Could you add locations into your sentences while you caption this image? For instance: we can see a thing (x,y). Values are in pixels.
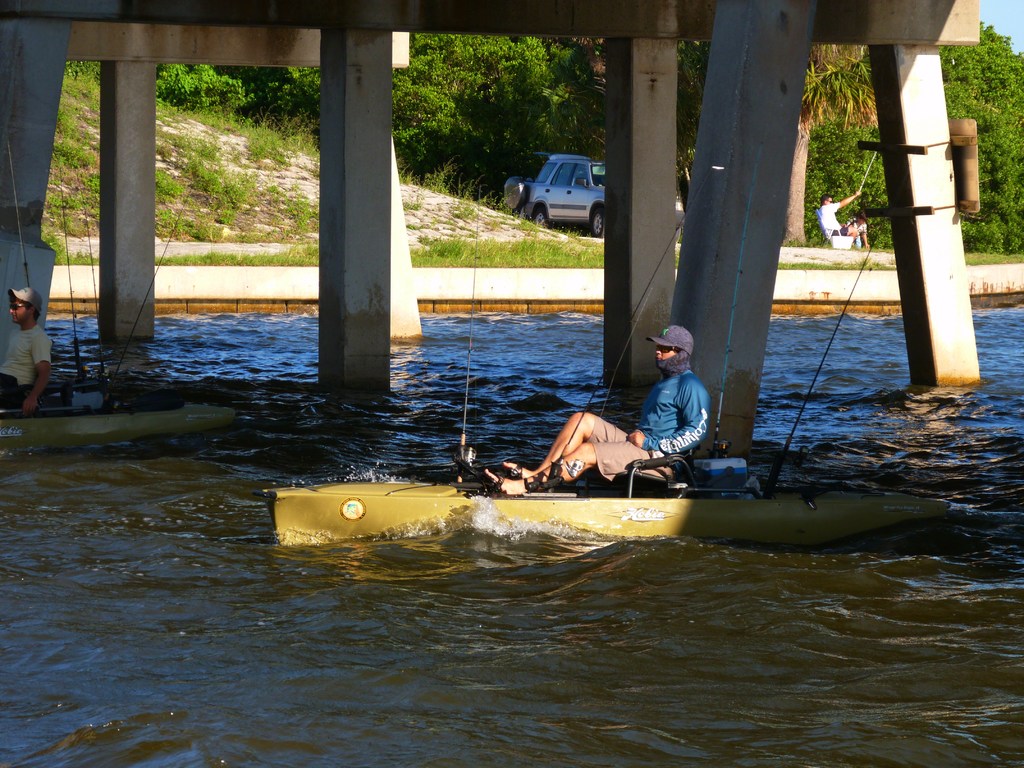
In this image, we can see two persons (42,361) are sailing boats (732,502) on the water (501,588). Background (693,272) we can see pillars (708,262), plants (554,257), vehicle (545,216), people (846,221) and trees (854,214).
